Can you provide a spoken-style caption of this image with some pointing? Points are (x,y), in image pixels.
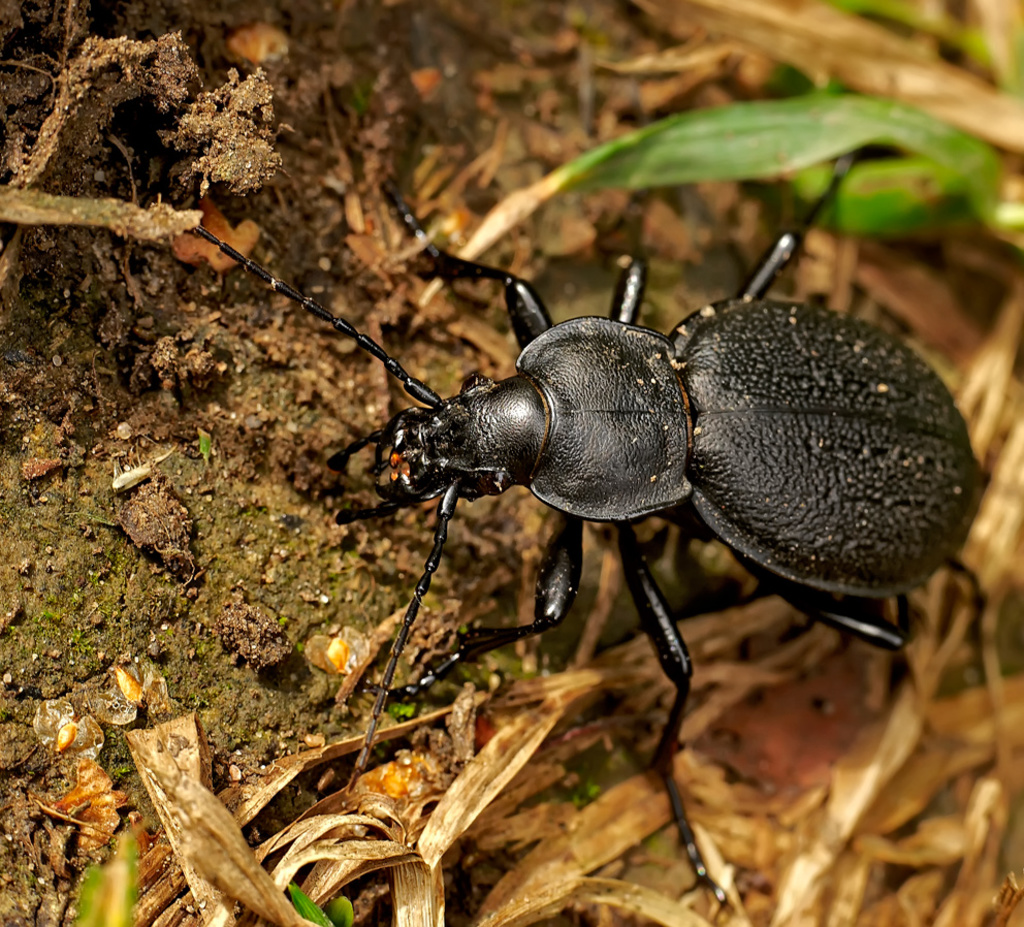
Here in this picture we can see a ground beetle (543,352) present on the ground (425,542) over there and beside it we can see some grass (554,696) present over there.
